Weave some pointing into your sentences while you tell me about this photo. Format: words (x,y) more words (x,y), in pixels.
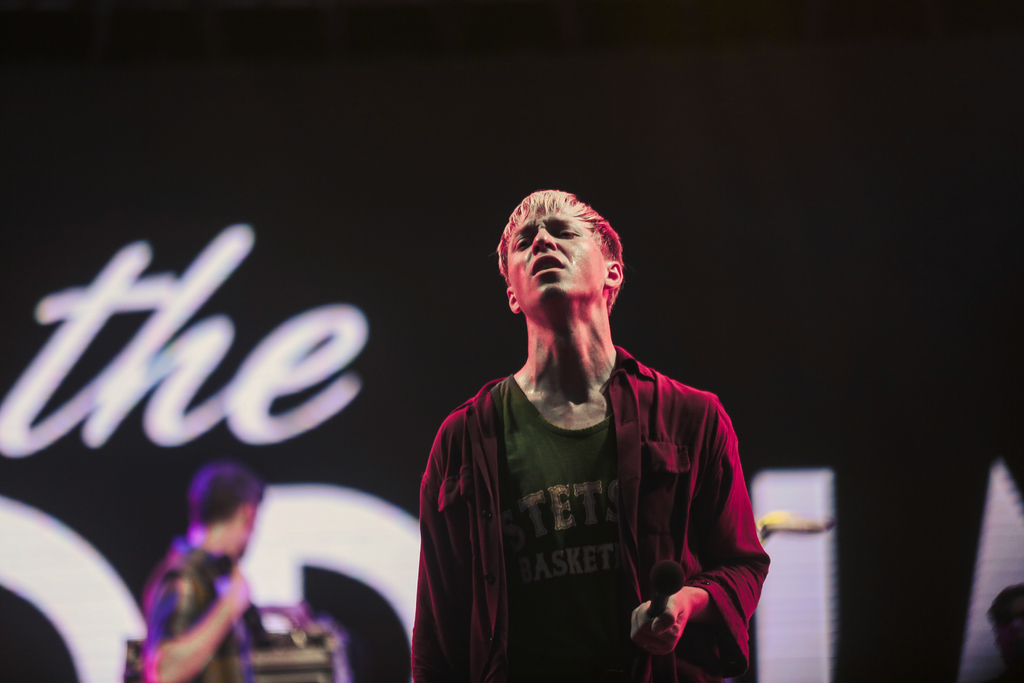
In this picture there is a man (469,409) who is wearing shirt (698,519) and t-shirt (589,463). He is holding a mic (667,575). In the bottom left (176,552) there is another man (173,660) who is standing at the musical instrument (323,664). At the back (851,313) there is a banner (926,397).
